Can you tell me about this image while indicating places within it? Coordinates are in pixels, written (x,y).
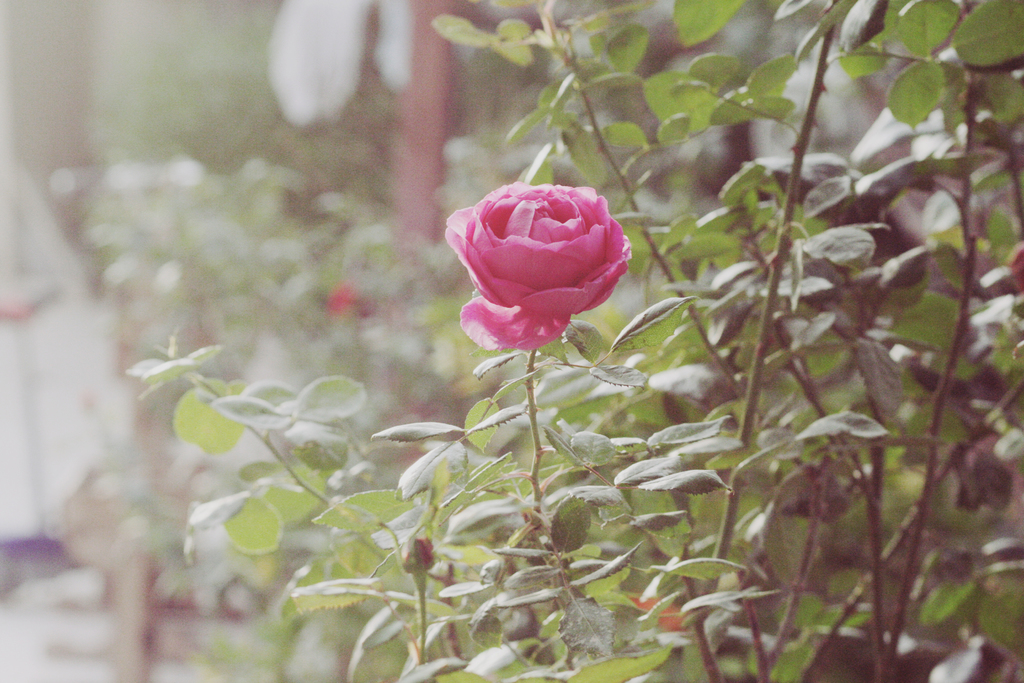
In the image there is a pink rose flower (515,275) to the plant (450,503) and behind there are many plants (245,334).
